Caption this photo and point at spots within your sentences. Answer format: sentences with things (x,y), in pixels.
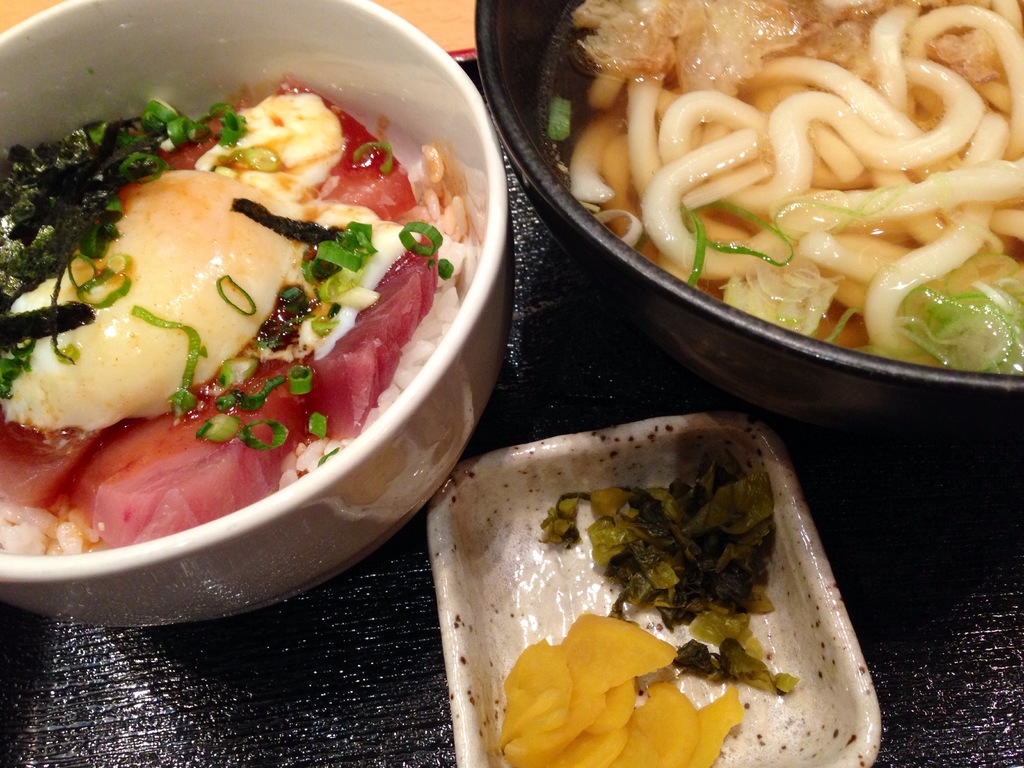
On the table (1017,519) we can see the bowls (754,376) and cup (537,474). In the top right (774,89) we can see some noodles (911,268), leaves (967,359) and water (990,271) in the black bowl (920,388). On the left (99,233) we can see meat (362,158), green onion pieces (310,273) and other rice (418,360) in a white bowl (274,518). At the bottom (547,692) we can see pickled radish (591,687) and other object (743,517) in a cup (756,726). At the top (419,11) there is a table (446,14).
